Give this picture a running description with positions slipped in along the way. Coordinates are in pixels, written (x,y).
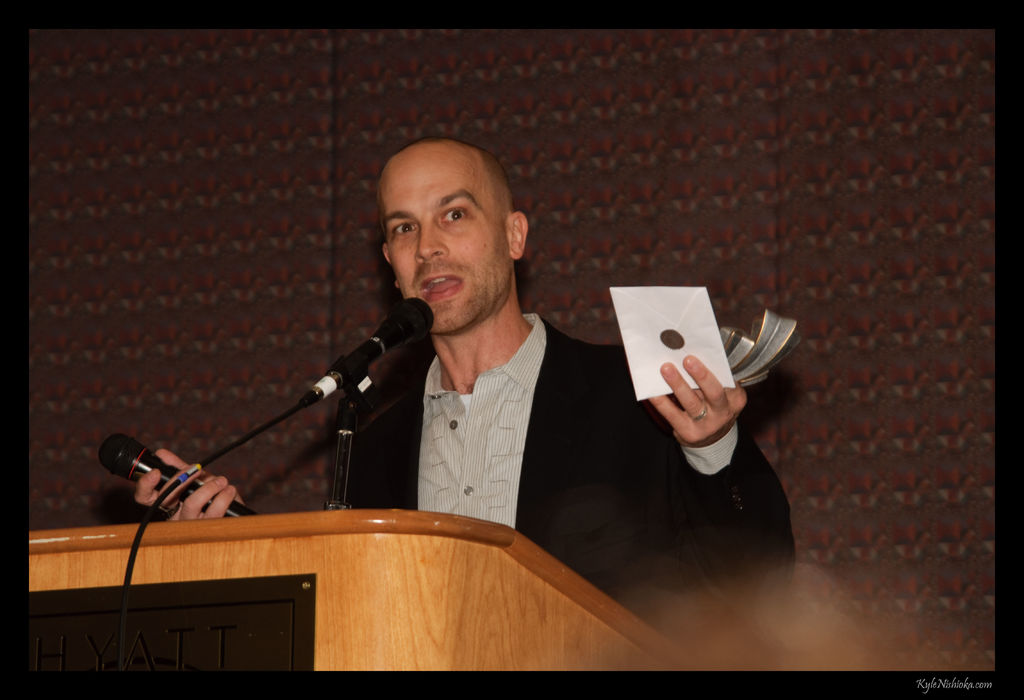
This picture shows a man (495,456) standing and speaking with the help of a microphone (260,426) and he holds other microphone (163,483) in his hand (152,475) and we see a podium (44,560).
